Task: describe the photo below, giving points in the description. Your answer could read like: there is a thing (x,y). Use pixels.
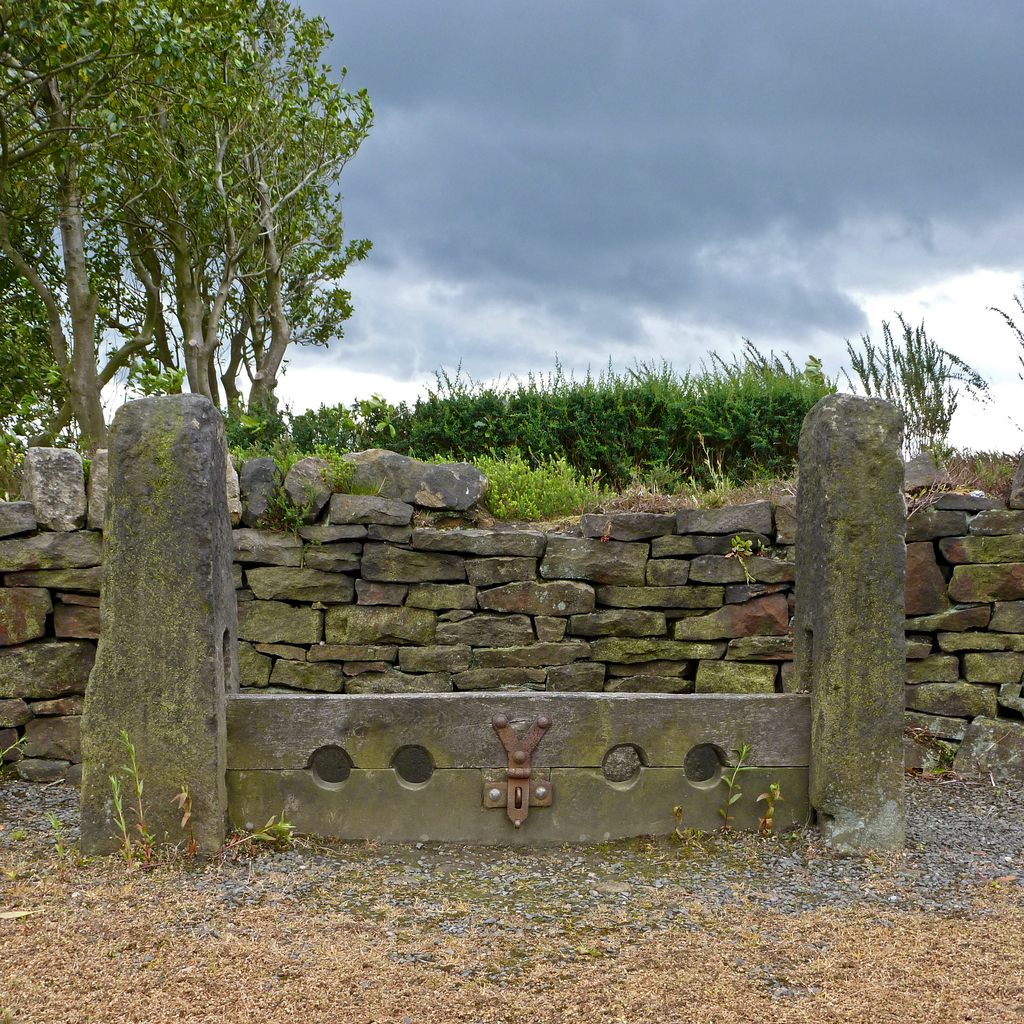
In the center of the image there is a wooden object (543,757). There is a stone wall (480,583). In the background of the image (370,264) there are trees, plants (506,426), sky (435,87) and clouds (654,225). At the bottom of the image (461,950) there is dry grass (311,950).
